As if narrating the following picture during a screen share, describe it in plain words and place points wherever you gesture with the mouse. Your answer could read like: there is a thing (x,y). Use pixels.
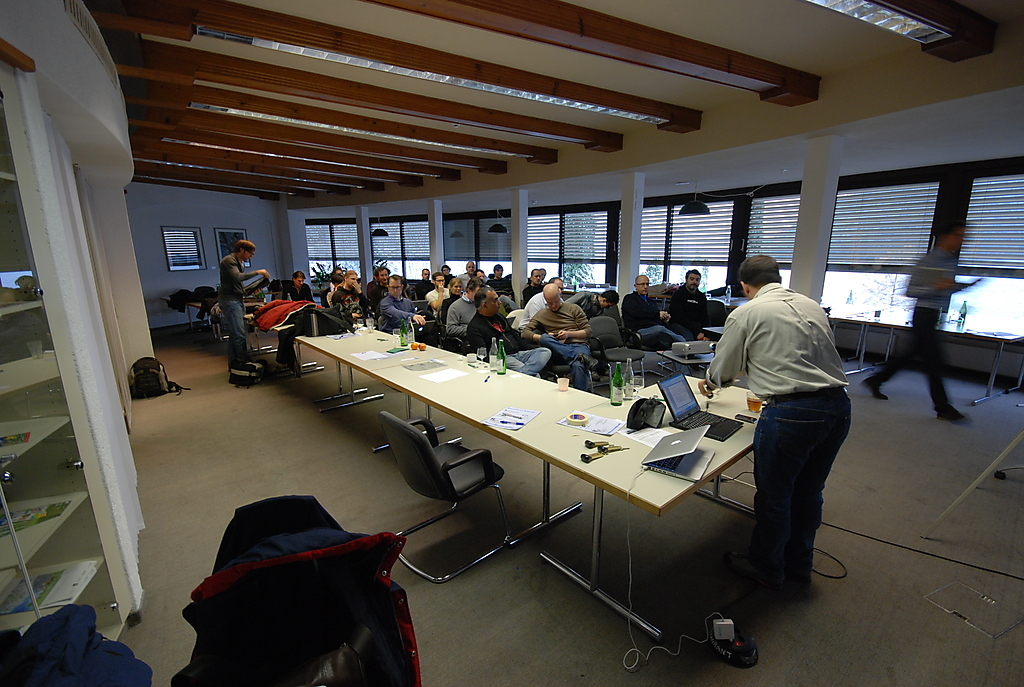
In this image we can see many people (444,300) sitting on chairs (606,321). Also there are tables (622,471). On the tables (623,458) there are laptops (692,432), bottles (402,341), glasses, papers (534,417) and many other items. Near to that a person (787,418) is standing. In the back (402,238) there are windows (994,280). On the left side (63,366) there is cupboard (26,438). In the background (137,222) there is a wall (148,247) with photo frame (186,246). On the floor (141,424) there is a bag (143,394). And there are many other items (397,607) in the room (434,603). On the ceiling (397,134) there are lights (307,122).
